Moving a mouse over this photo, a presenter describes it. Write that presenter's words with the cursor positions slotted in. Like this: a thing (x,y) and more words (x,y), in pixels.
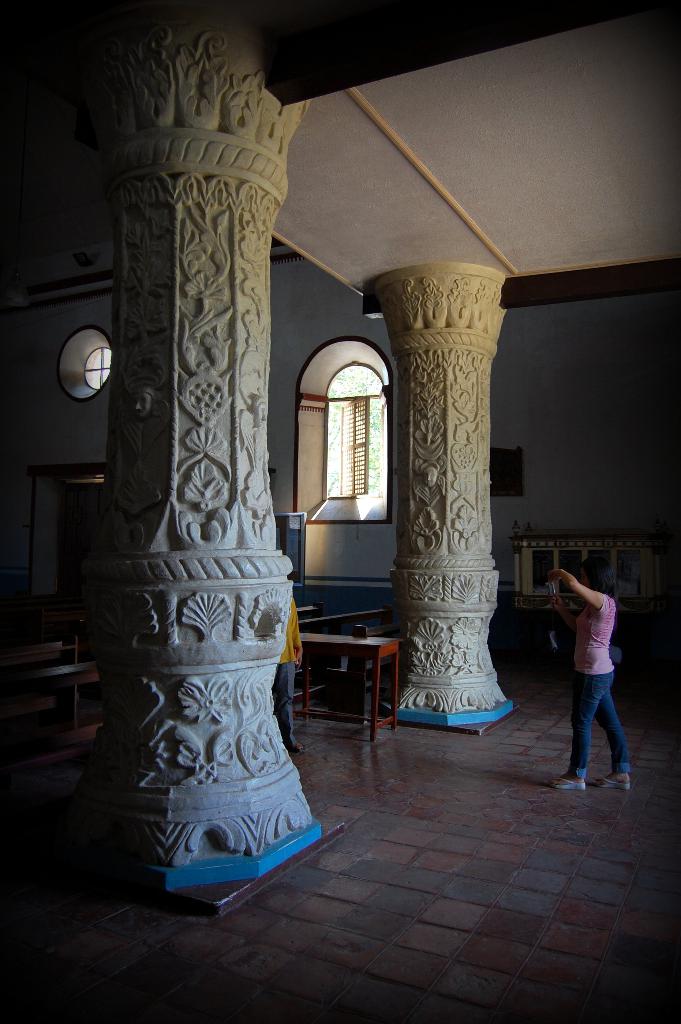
In this image there is a woman (602,668) standing in the room (567,718) and clicking photos with her camera (557,585) we can see two pillars (216,469) with architecture work (229,441) on it there is a wooden table (367,651) we can see a window (357,439) a wall (329,306).
